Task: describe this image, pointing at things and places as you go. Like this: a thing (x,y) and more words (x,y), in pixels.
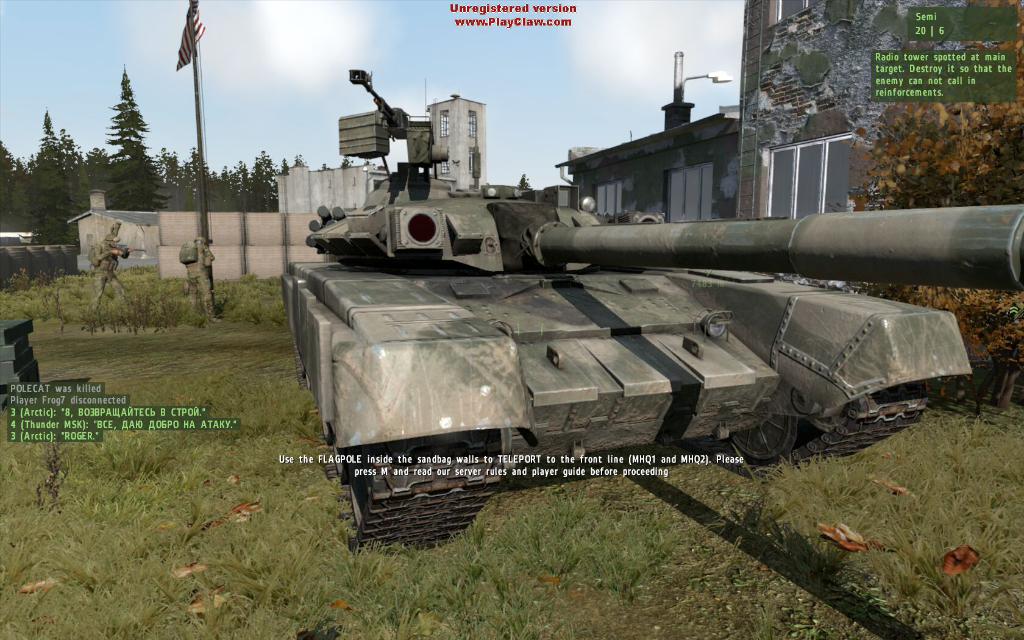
In the picture I can see the battle tank (702,312). I can see the green grass (306,618) at the bottom of the picture (748,515). I can see the building (807,145) on the right side (703,199) and I can see the glass windows (798,186) of the building (665,176). I can see two soldiers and a flagpole (198,116) on the left side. There are clouds (596,35) in the sky (464,49). In the background (171,191), I can see the trees (172,158).
